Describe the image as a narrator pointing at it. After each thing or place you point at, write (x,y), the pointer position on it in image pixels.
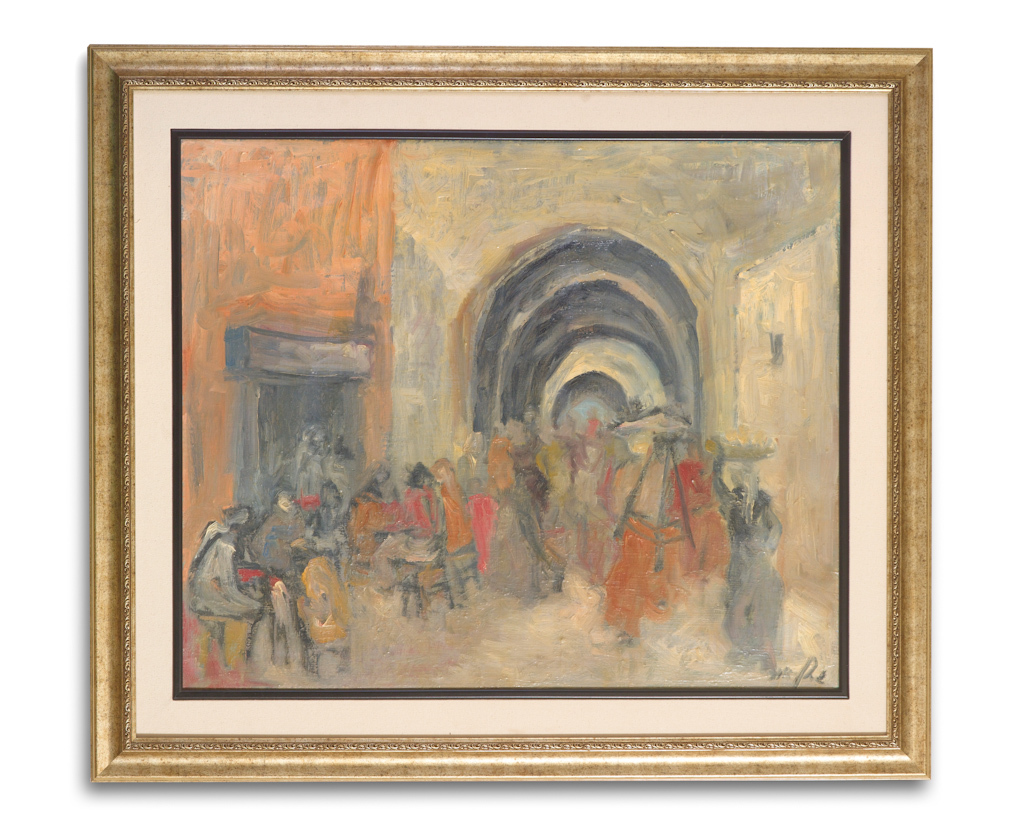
Here I can see a frame (369,714) which consists of a painting (494,393). The background (854,807) is in white color.
